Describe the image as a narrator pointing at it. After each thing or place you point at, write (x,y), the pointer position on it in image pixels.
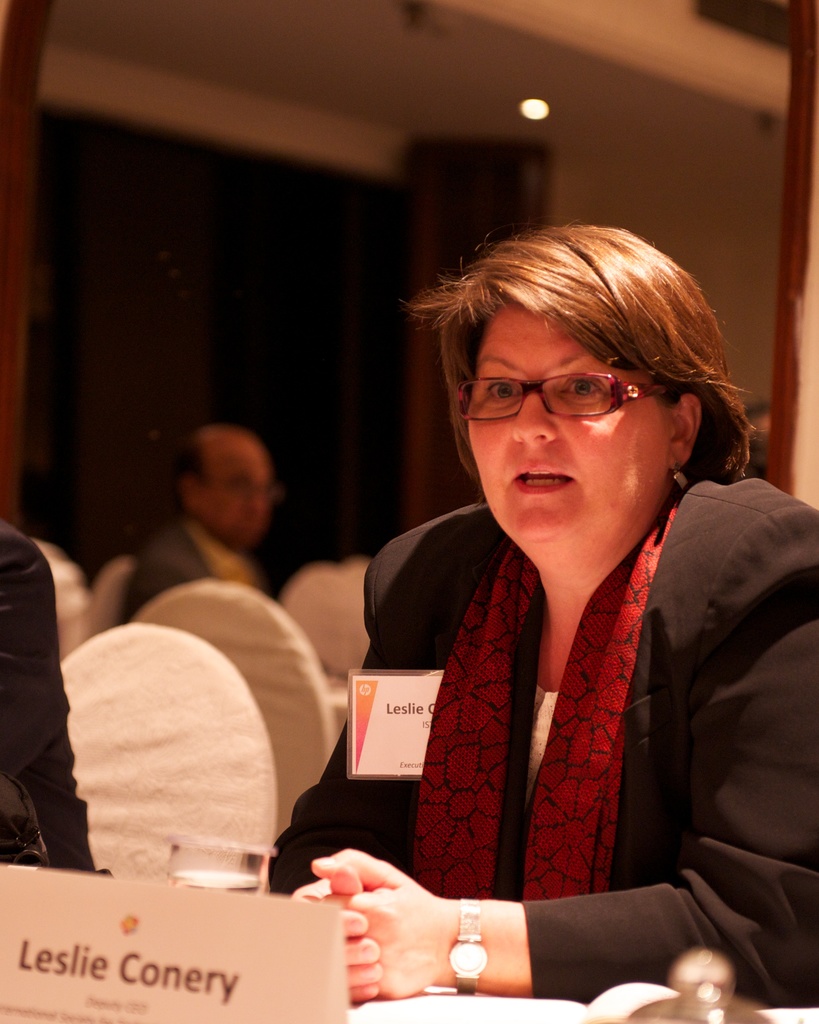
In this image there is a person (574,849) sitting on the chair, there is a board (151,953) with the person's name (137,970) on it, there is a person (46,727) truncated to the left of the image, there is a glass (228,869) on the surface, there is water (223,879) in the glass (222,868), there are chairs (62,639), there is light (532,109), the background of the image (255,348) is dark.
